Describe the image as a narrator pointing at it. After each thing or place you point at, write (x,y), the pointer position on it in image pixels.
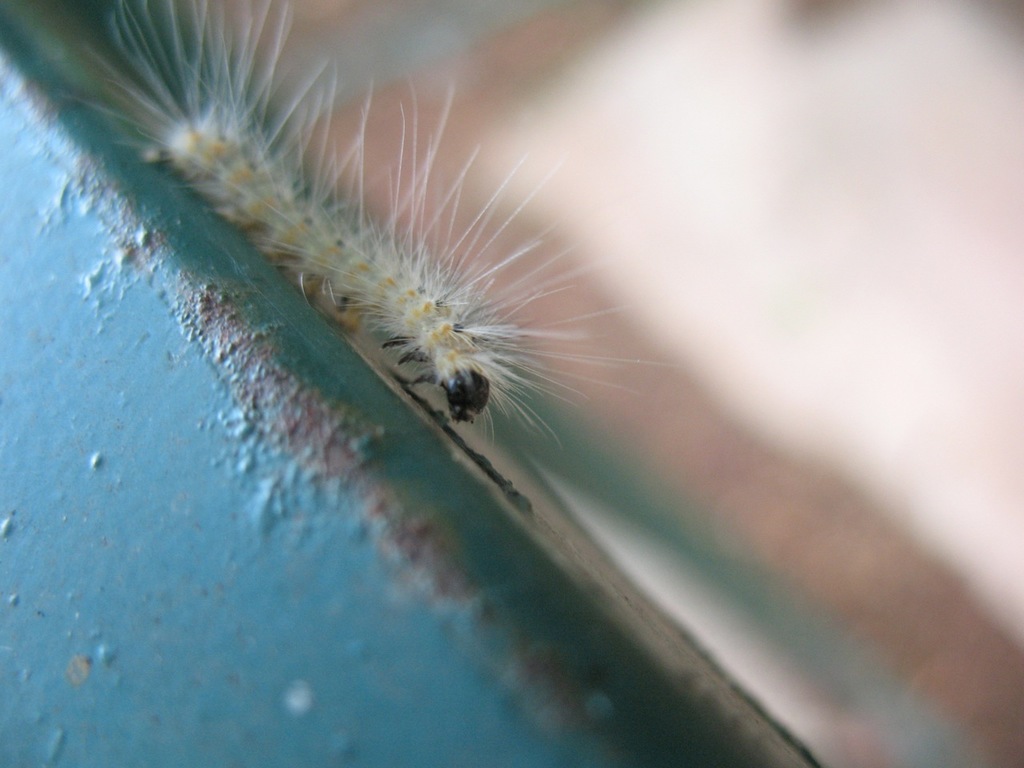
There is an insect (359,299) on the blue wall (275,364).
